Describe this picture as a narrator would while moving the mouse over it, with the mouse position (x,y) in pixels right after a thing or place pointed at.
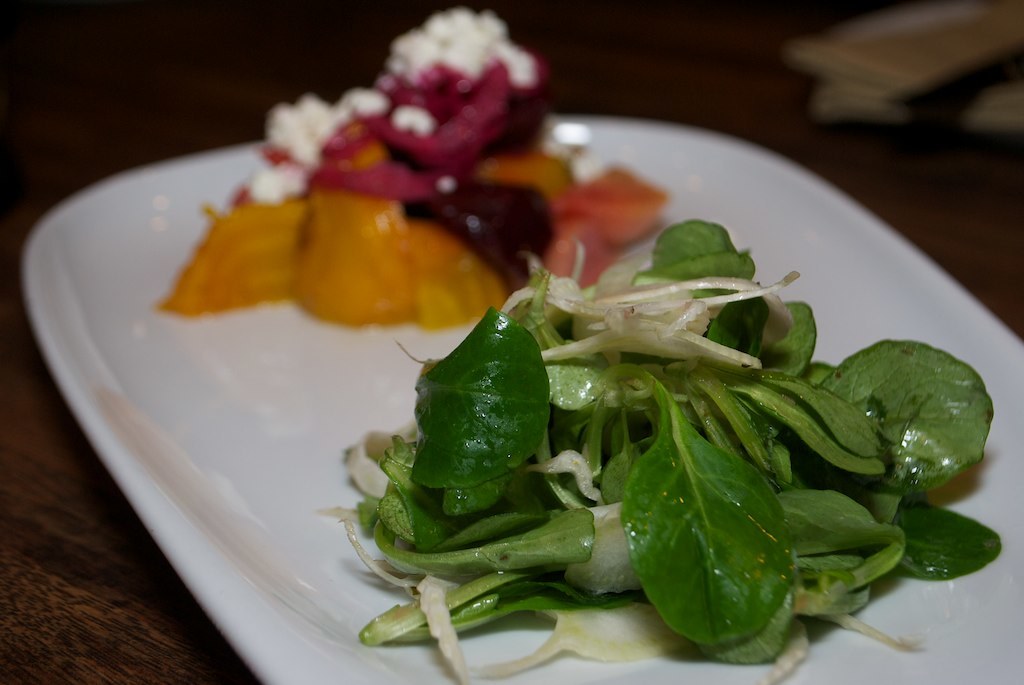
In the picture I can see food items (484,436) on a white color plate (287,382). The background of the image (814,118) is blurred.
